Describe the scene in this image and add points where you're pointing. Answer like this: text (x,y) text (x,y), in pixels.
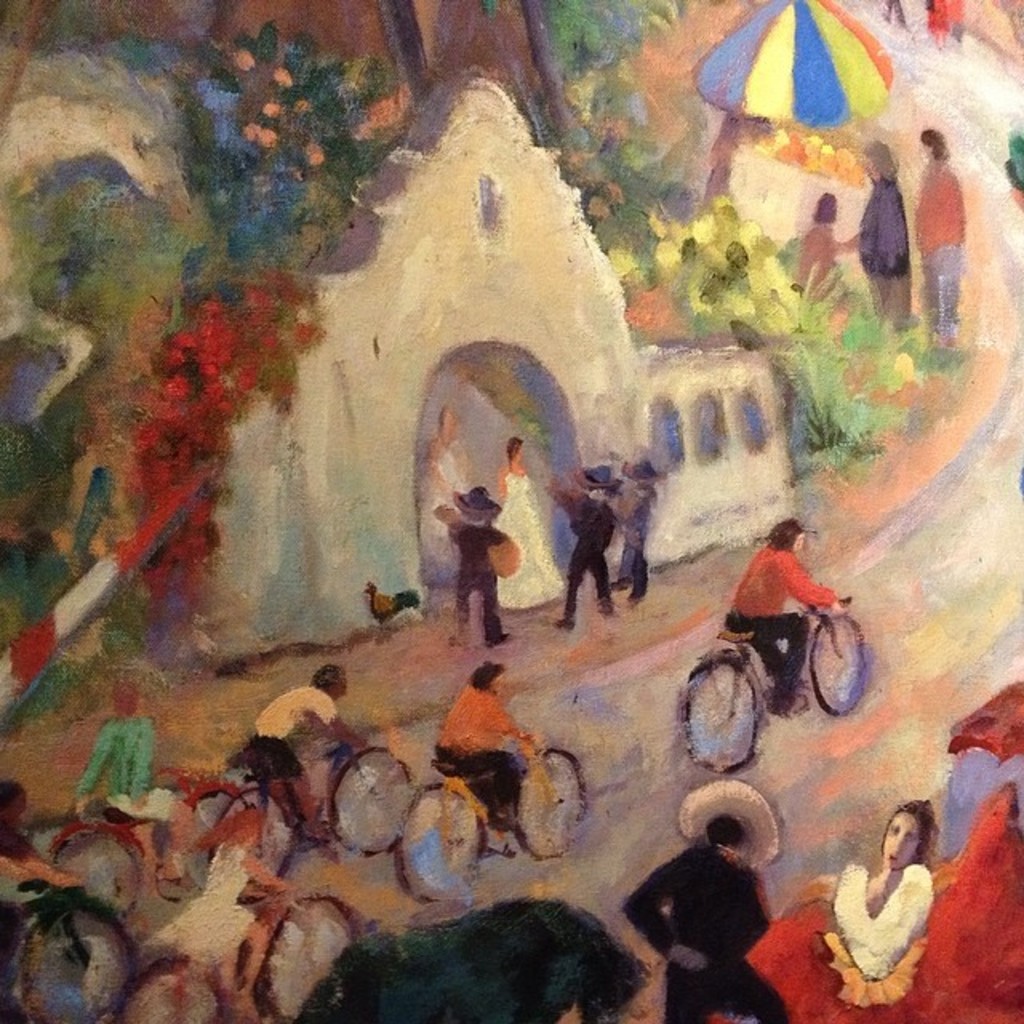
In this image I can see the painting (422,685) in which I can see few persons (453,743) riding bicycles (394,773) on the road (568,648), few persons (526,485) standing, few trees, few flowers (298,344), an umbrella (726,95) and a building (499,125).
